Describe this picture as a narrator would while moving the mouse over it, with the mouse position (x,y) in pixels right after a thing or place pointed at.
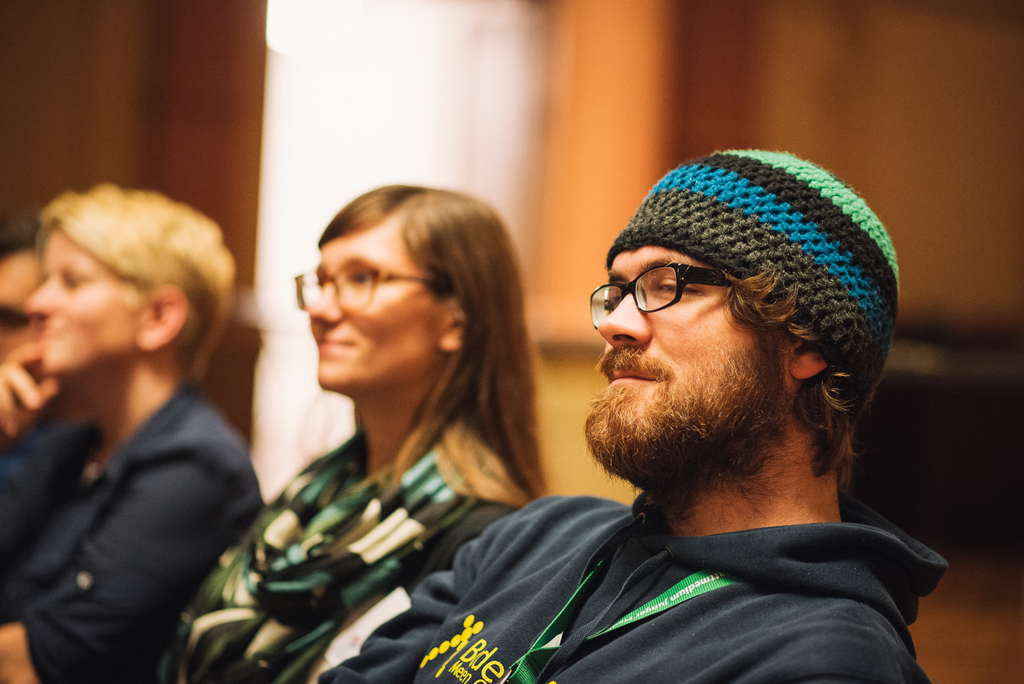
In this picture we can see a man (700,671) and a woman (261,592) wearing spectacles (683,285) on their eyes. There are two people (161,393) visible on the left side (151,494). It seems like a pillar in the background (164,193). Background is blurry.
